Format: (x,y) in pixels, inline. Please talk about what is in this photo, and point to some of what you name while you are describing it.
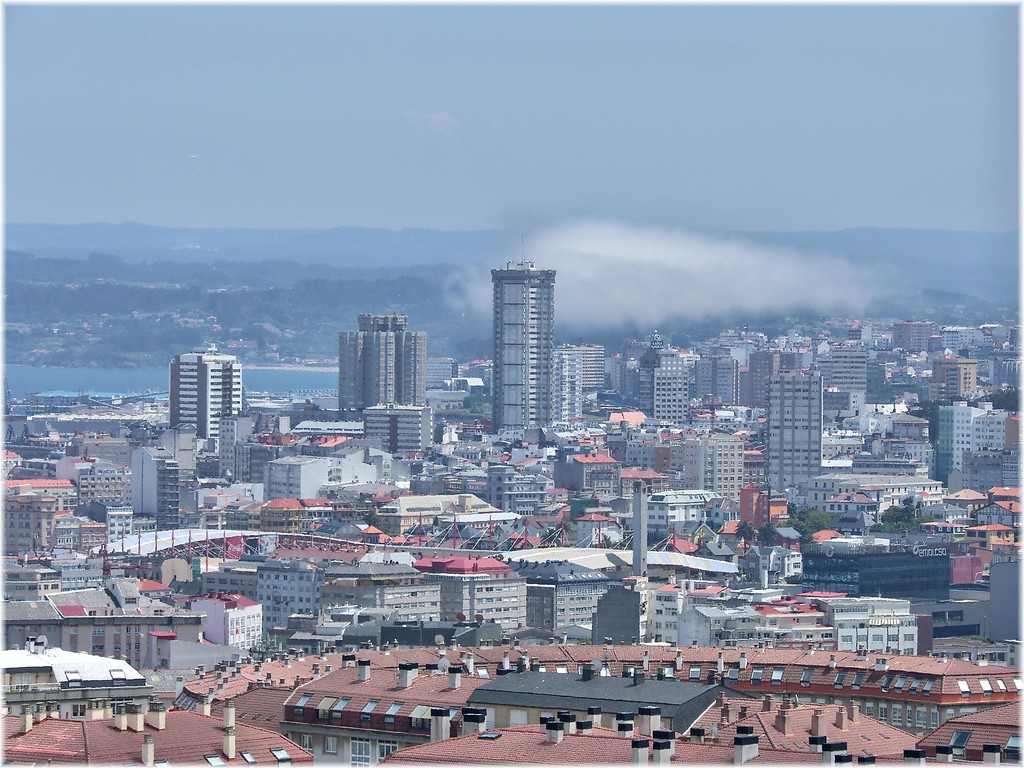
In this picture we can see a few buildings (795,440) from left to right. There is water (142,368). We can see a few trees (323,269) in the background (944,299). There is the sky (470,163) visible on top of the picture (600,99).
